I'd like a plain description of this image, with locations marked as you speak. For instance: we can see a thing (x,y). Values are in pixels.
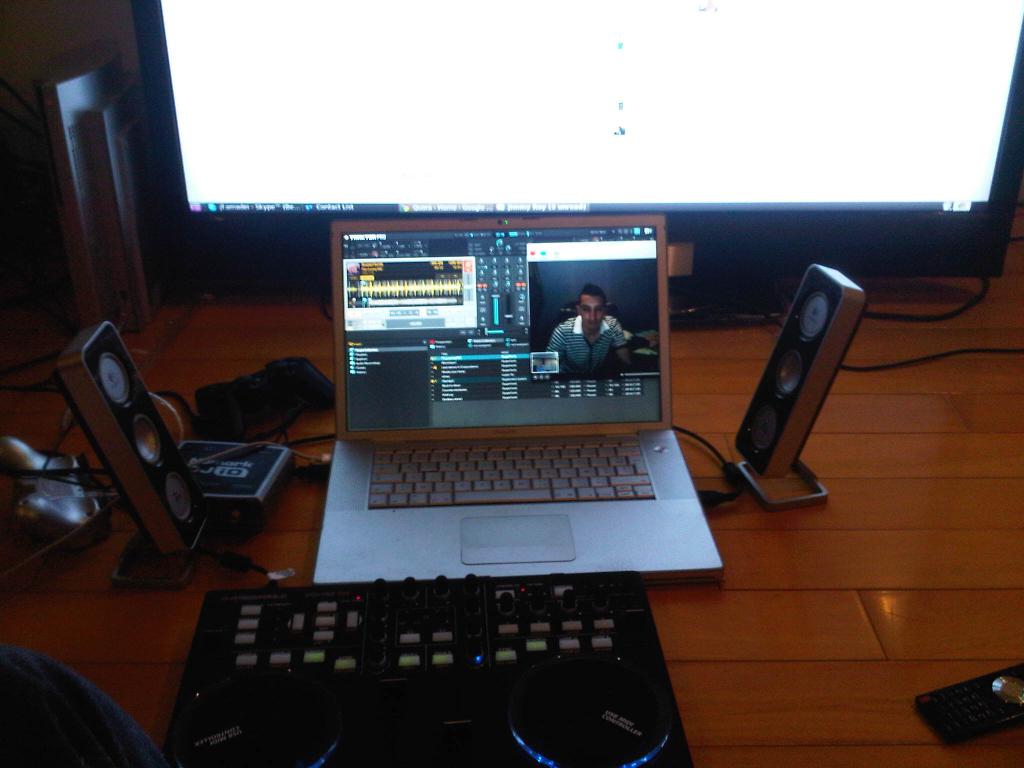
In this picture there is a laptop (512,313), wires (309,472), remote (984,699) and few other objects (850,336). Big screen (462,207) is visible in the middle of the image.
